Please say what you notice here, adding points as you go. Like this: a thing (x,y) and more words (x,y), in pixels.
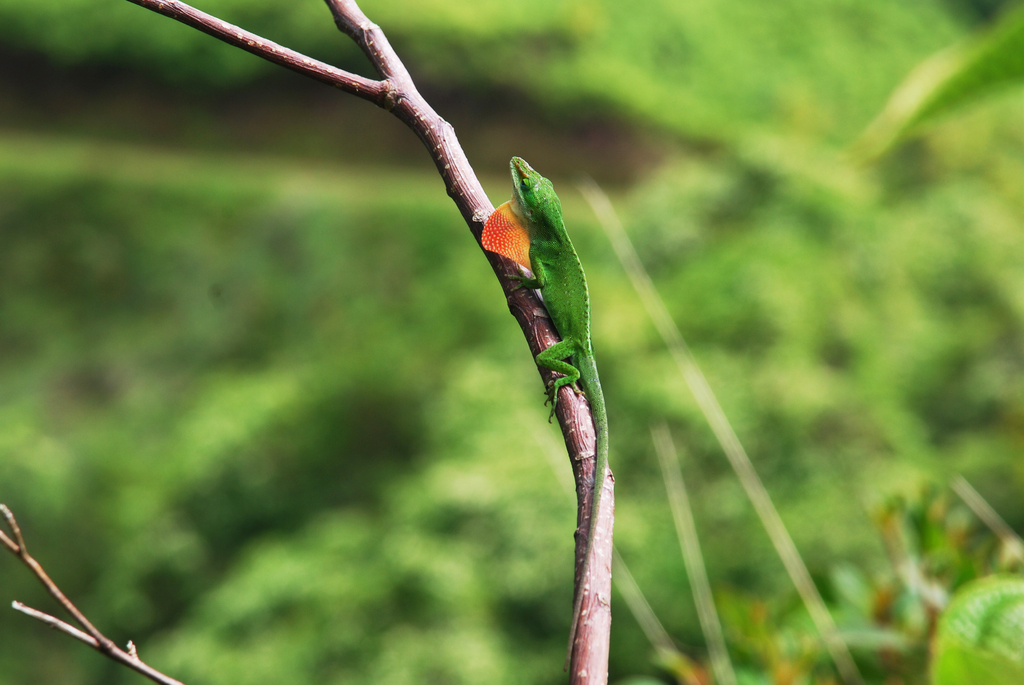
In this image I can see a green color reptile (560,307) on the stem (582,497) and background (546,155) is in green color.
